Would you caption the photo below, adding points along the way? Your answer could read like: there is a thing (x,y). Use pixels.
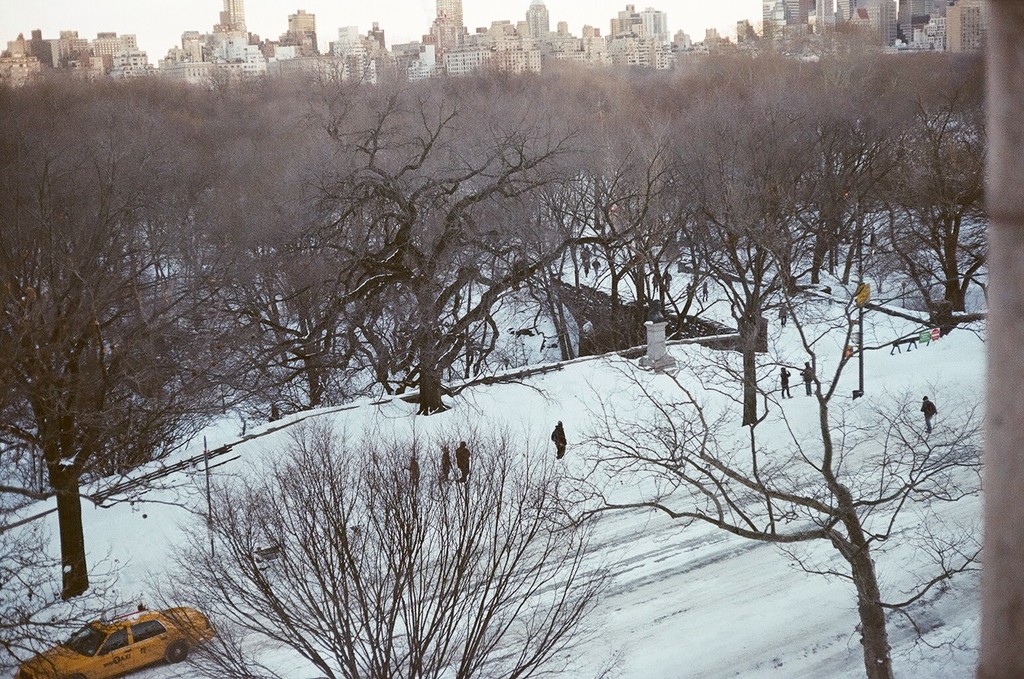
In this picture we can see few people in the snow (728,414), beside to them we can find few trees (411,547), sign boards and a car (119,625), in the background (182,58) we can find few buildings (563,42).
